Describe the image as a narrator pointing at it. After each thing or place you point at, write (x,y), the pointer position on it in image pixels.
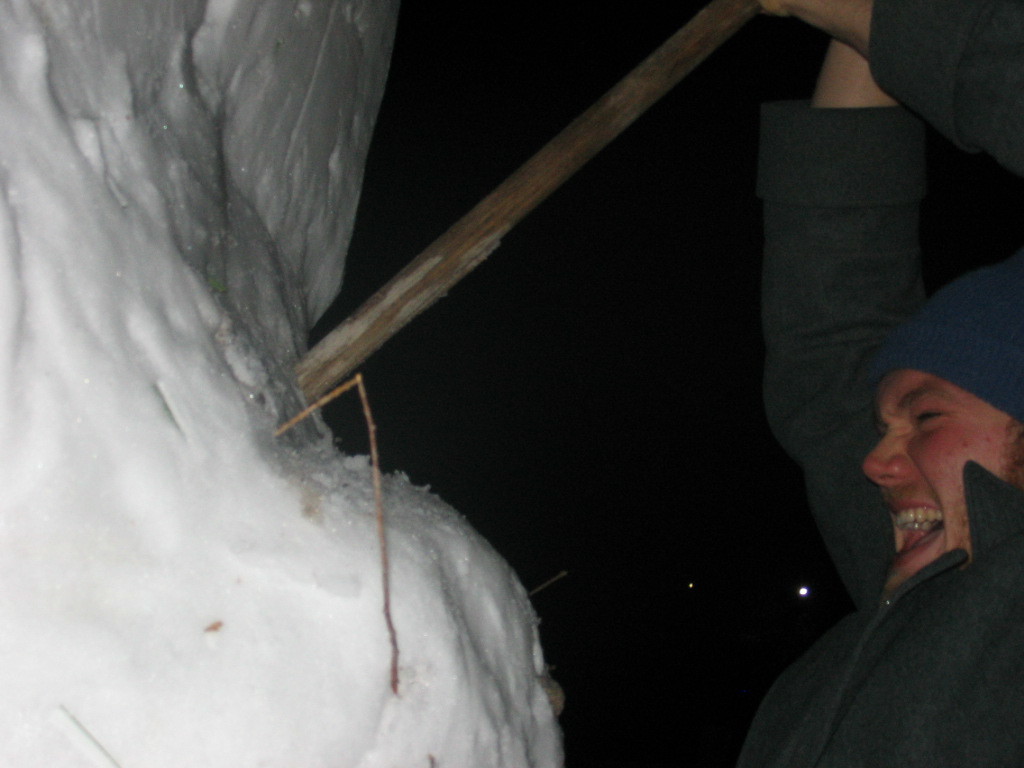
In the picture we can see a person (1018,644) with jacket (781,759) and cap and holding a stick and hitting a snow hill (13,195) and in the background (752,642) we can see dark with some light (803,594) far away.
